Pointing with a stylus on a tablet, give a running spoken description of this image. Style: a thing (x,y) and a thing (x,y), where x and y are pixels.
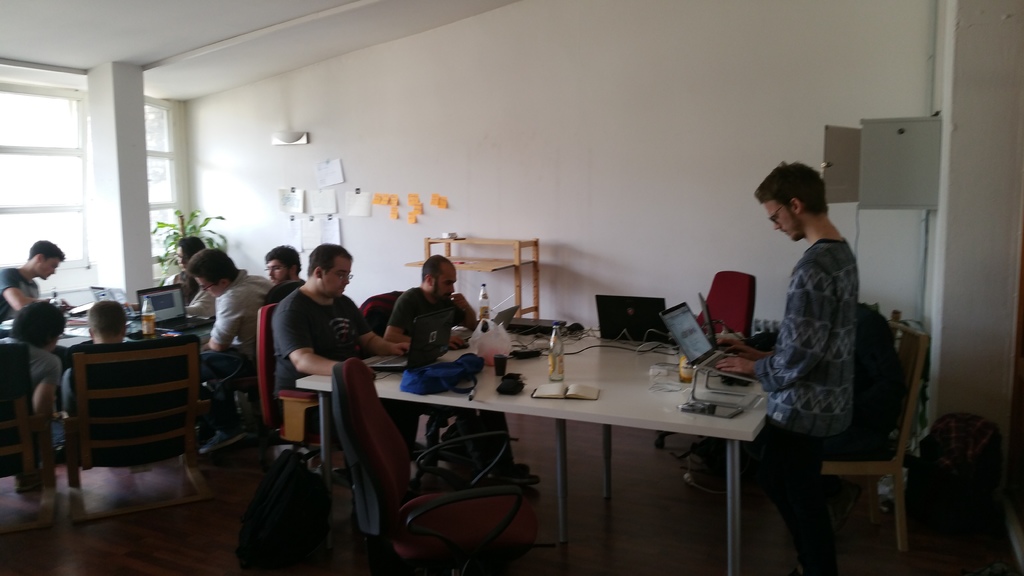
In this image, a couple of peoples (58,385) are sat on the chair (260,352). Here we can see laptop (168,324), bottle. There are few tables (492,378) in the room (348,324). There is a plant (194,234) here. And white wall (584,170). A man (802,299) is stand in the right side of the image (813,378). There is a backpack (277,514) is placed at the bottom (277,525) on the image.
